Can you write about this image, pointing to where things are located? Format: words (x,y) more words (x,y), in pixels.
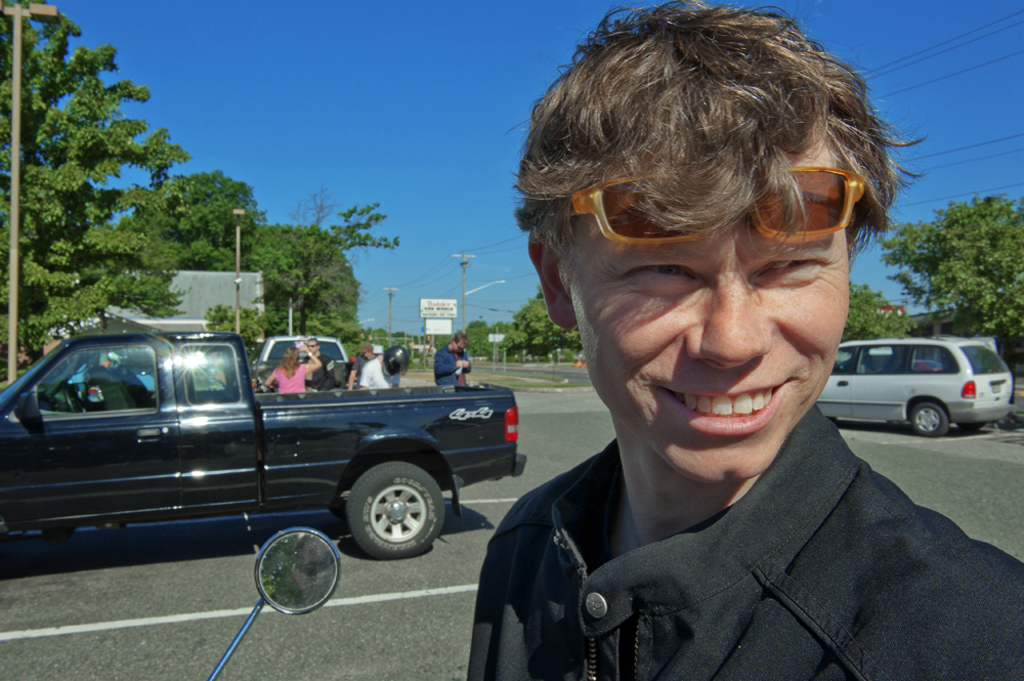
In this picture we see a man (740,336) looking at someone and smiling. Behind him we have people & vehicles (248,360) on the road (523,405). The sky (368,144) is blue.
